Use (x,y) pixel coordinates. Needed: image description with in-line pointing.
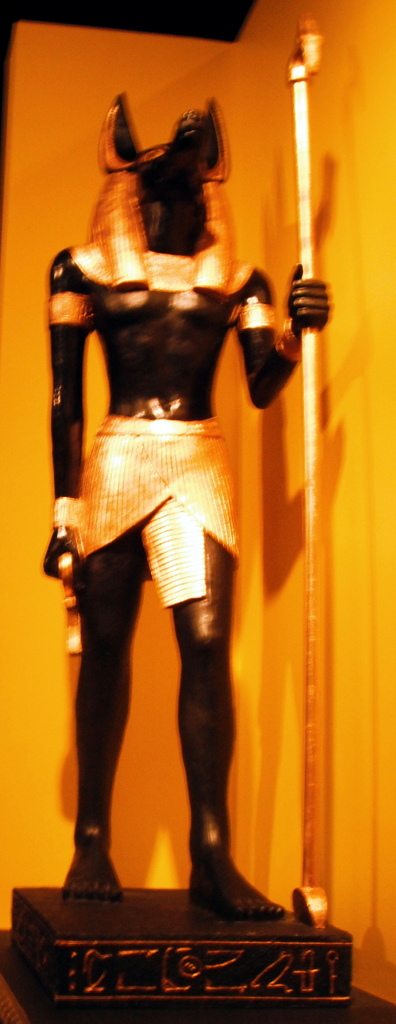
In this image I can see a black colour sculpture (170,386) and I can see this image is little bit blurry. I can also see this sculpture (181,194) is holding a rod (309,875).
